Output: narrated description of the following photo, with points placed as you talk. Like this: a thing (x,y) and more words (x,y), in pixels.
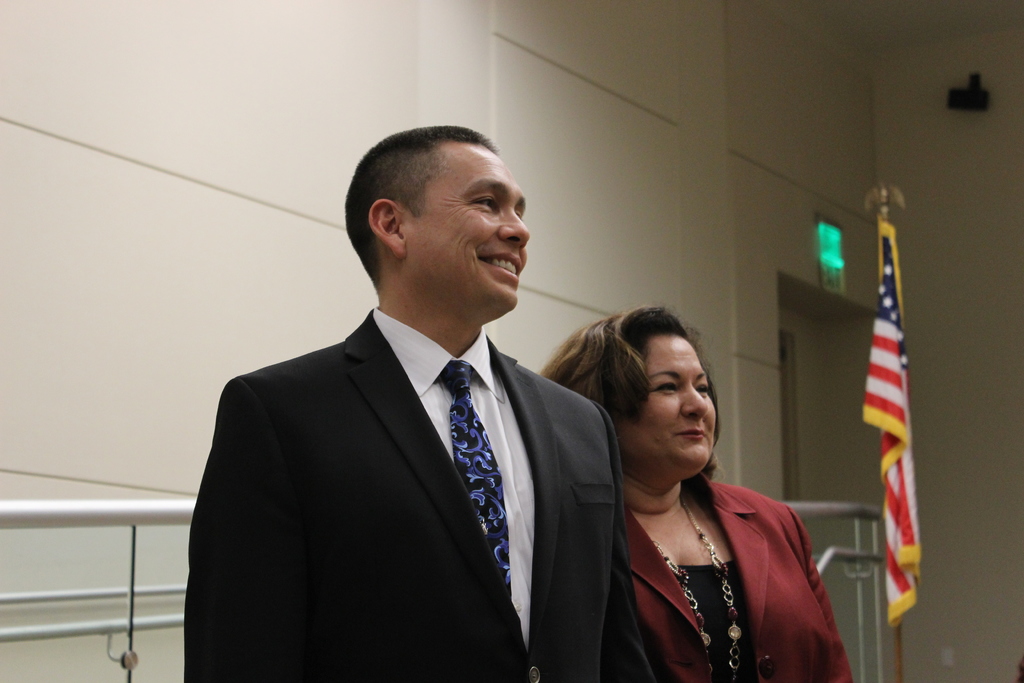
In this image I can see two people (469,560) with different color dresses (469,560). To the right (881,382) I can see the flag (880,401) which is colorful. In the background (72,560) I can see the railing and the wall (538,186).
